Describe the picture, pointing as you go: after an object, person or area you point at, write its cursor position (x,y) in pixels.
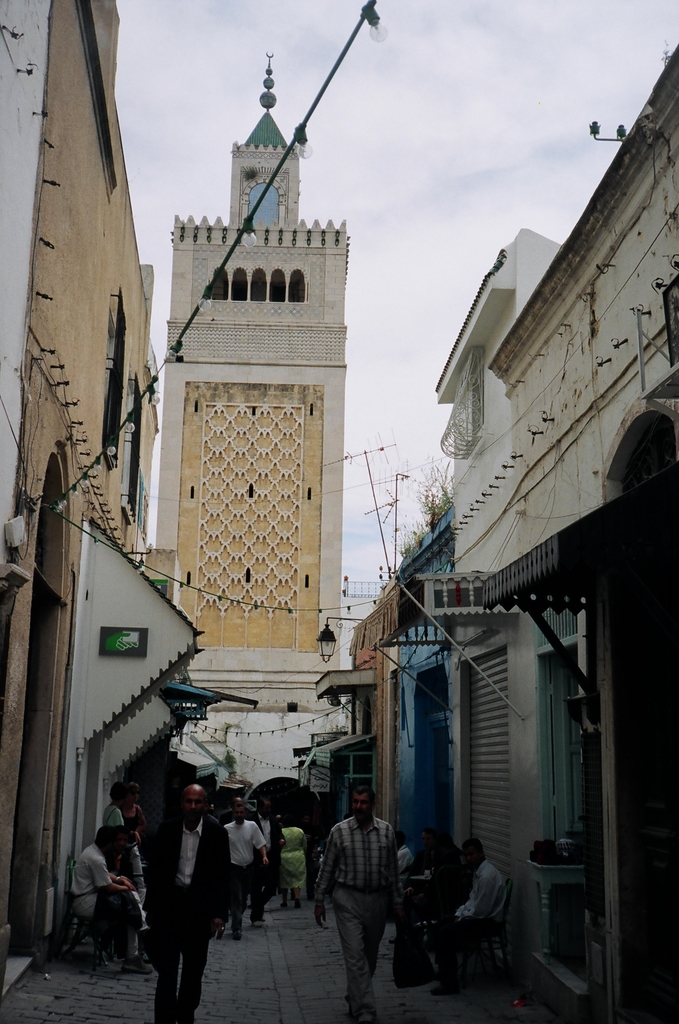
Few people (462,931) sitting and few people (223,912) walking and we can see lights (259,204). We can see wall (108,624), buildings (40,632) and tower (202,433). Background (356,60) we can see sky (359,466).
